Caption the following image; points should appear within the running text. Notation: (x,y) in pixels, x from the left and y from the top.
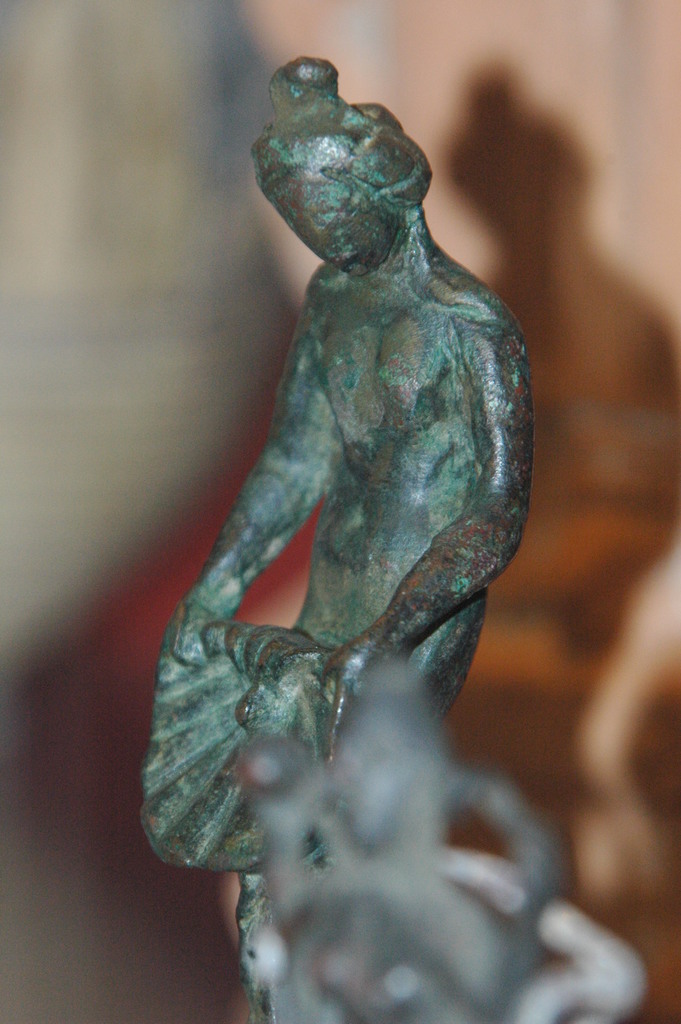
In this picture I see a thing (372,910) in front (343,912) which is blurred. In the middle of this picture (347,349) I see a sculpture (378,376) which is of green in color.
